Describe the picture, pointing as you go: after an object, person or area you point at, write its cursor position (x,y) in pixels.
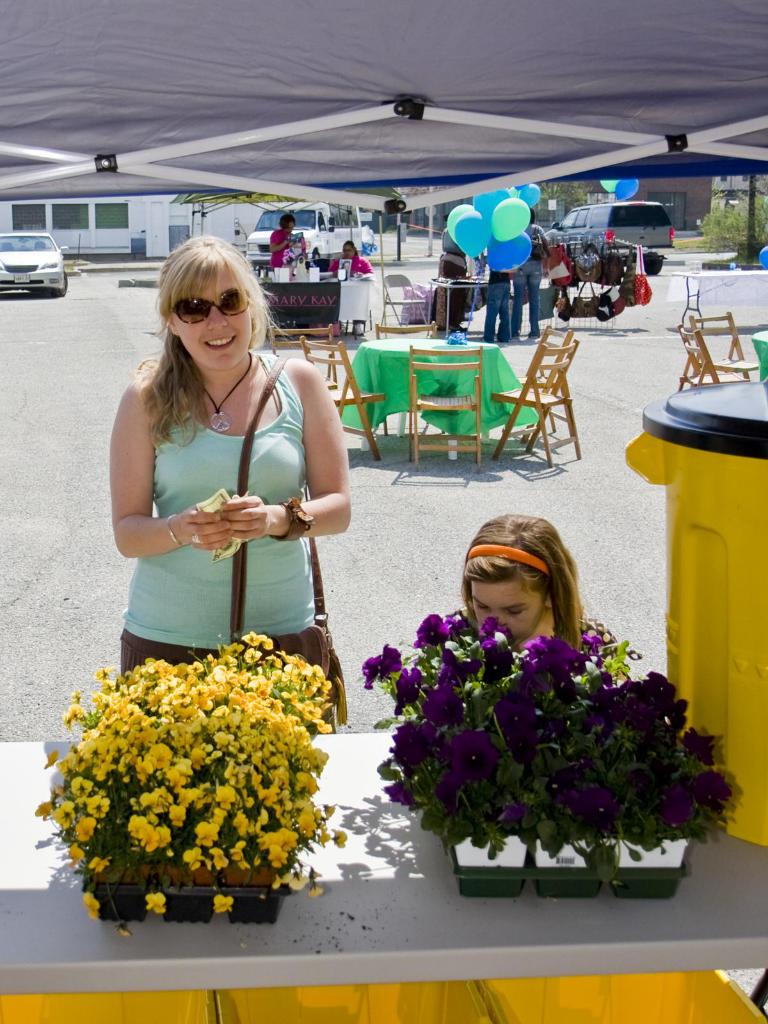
On the bottom of the image (213,972), on that two flower pots (499,815) are placed. In front of this table (361,756) there is woman (273,572) standing and wearing a bag (326,667). In the background (367,398) I can see few tables (380,382) and chairs (471,405) are arranged in an order. There are few people (533,275) standing. In the background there is building (144,213) and I can see two cars (613,225) on the road (83,289).
